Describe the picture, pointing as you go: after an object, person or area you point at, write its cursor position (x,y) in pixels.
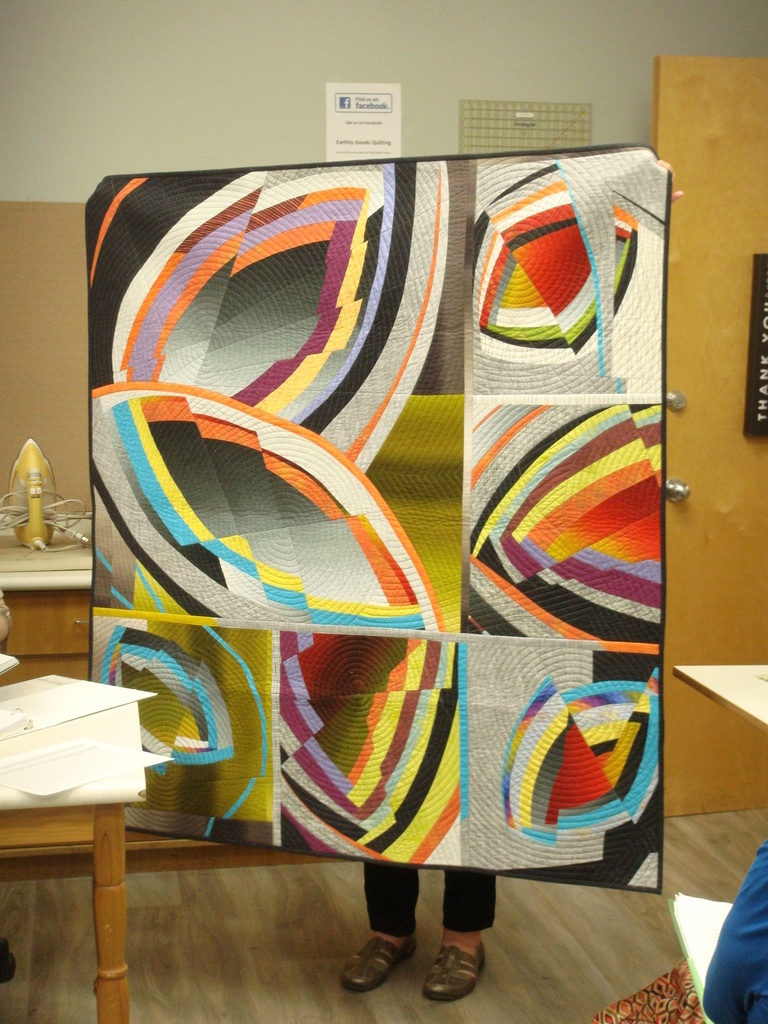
In the picture there is a person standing in a room (62,593) and holding a quilt (347,409), there are tables (57,575), there are posters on the wall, there is an iron box (19,528), there are papers (24,709), there is a door (728,610).
